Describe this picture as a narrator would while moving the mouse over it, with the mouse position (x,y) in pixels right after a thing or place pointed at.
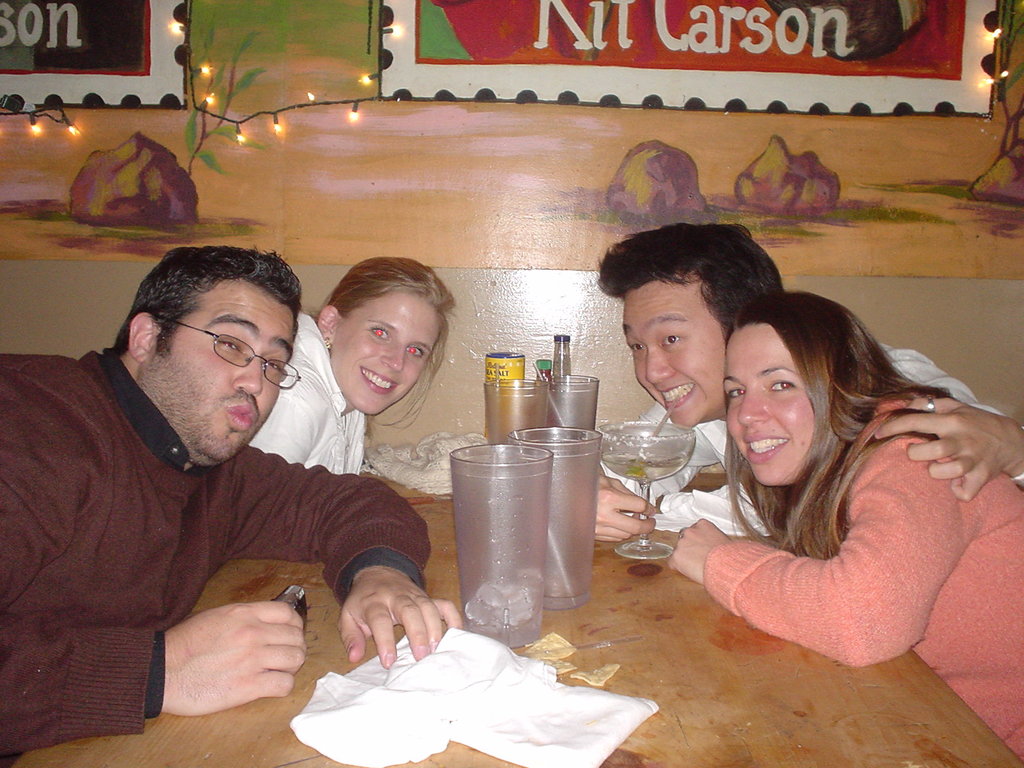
It is a bar (484,487), there are total four people (297,639) sitting on the either side of the table (670,578), there are four glasses (561,438) to the right side (687,338) a person (686,420) is drinking a drink (653,456), these glasses (465,585) are placed on the table (621,679), in the background (453,227) there is a wall (510,156) and some paintings (493,173) on the wall (382,200).
